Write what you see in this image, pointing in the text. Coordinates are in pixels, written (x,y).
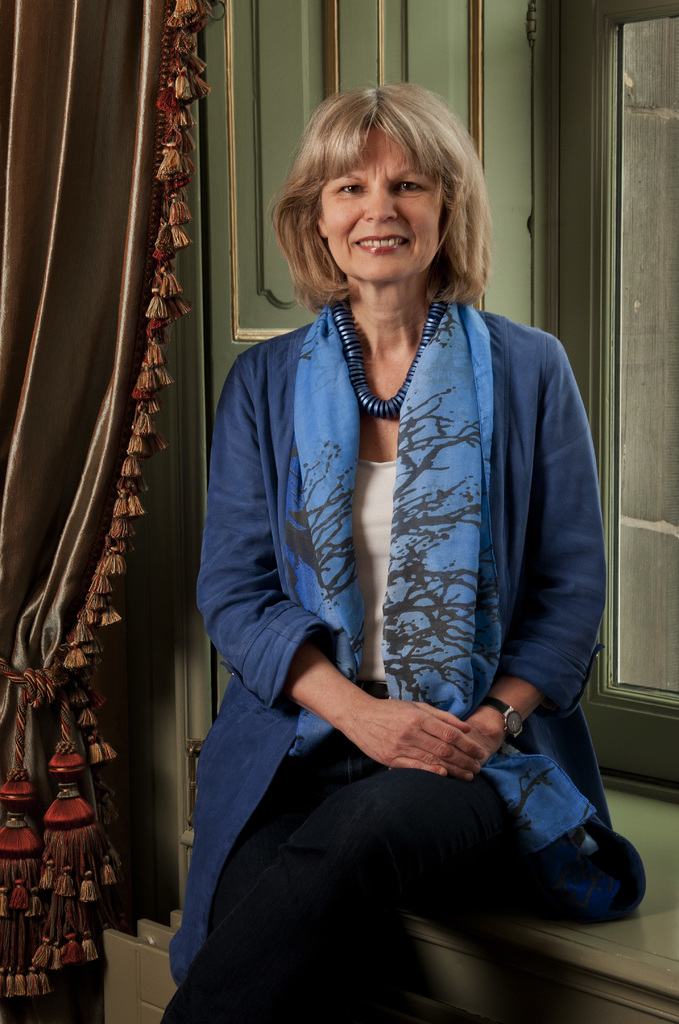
In the image in the center (407,486) we can see one woman (375,685) sitting and she is smiling, which we can see on her face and she is wearing blue color jacket (516,413). In the background (38,41) there is a curtain (27,195), wooden wall (433,46) and window (610,175).
